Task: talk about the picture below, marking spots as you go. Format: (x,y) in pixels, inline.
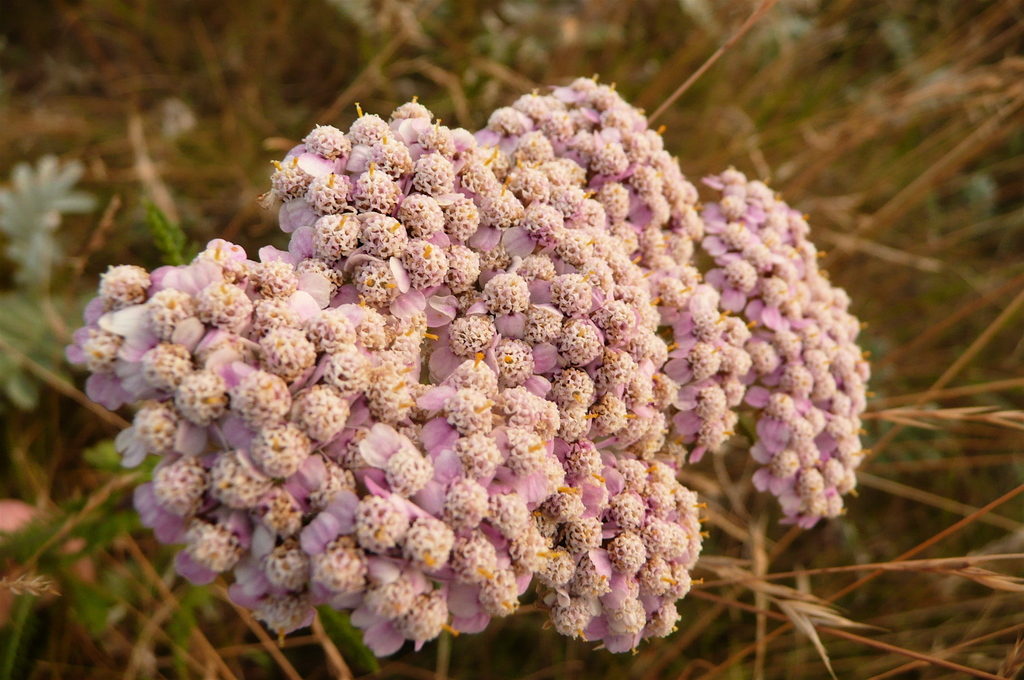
In this image, we can see a bunch of flowers (618,429). Background (138,582) there is a blur view. Here we can see few plants (38,305), flowers (29,208).
